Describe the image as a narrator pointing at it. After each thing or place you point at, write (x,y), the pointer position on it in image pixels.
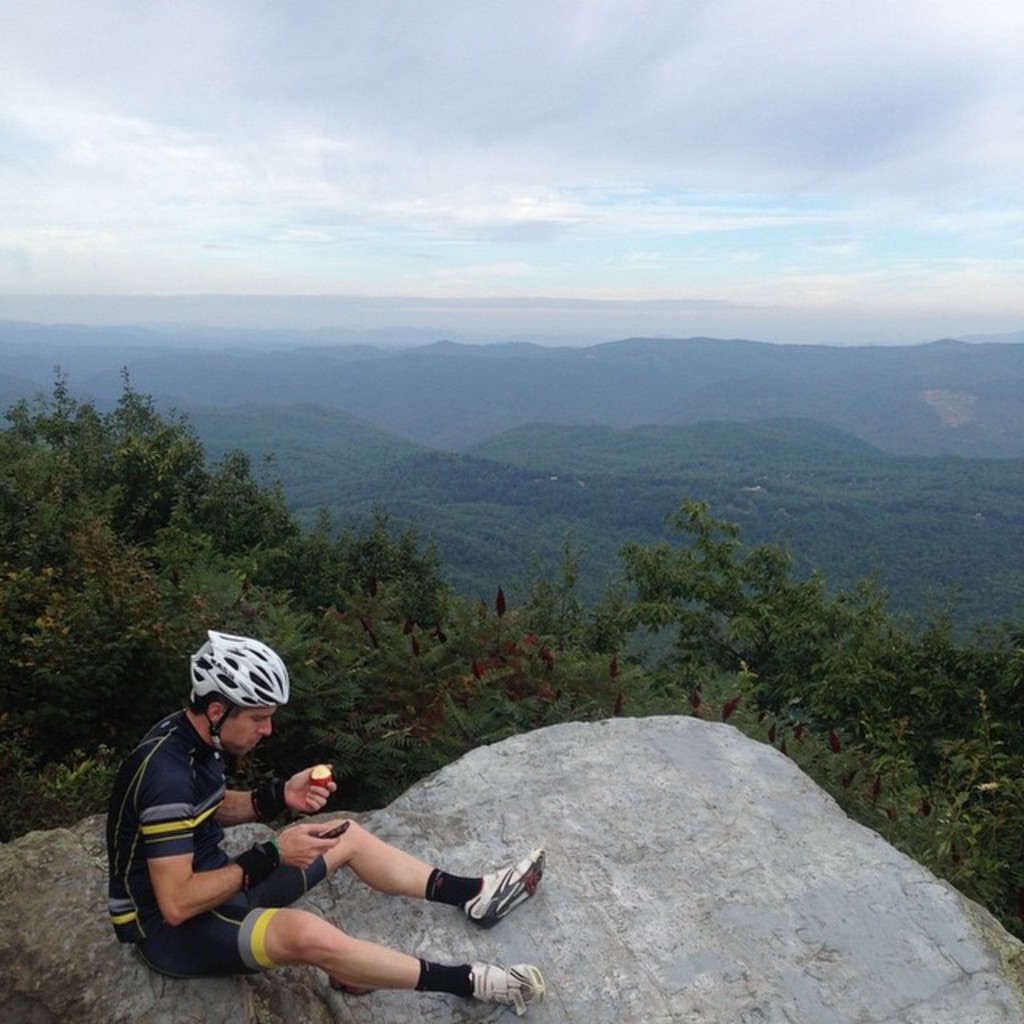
In this image, we can see a person (409,980) on the rock (709,877). This person (436,887) is wearing clothes (159,777) and helmet (271,677). There are some trees (644,576) and hills (575,482) in the middle of the image (619,470). In the background of the image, there is a sky (722,91).
